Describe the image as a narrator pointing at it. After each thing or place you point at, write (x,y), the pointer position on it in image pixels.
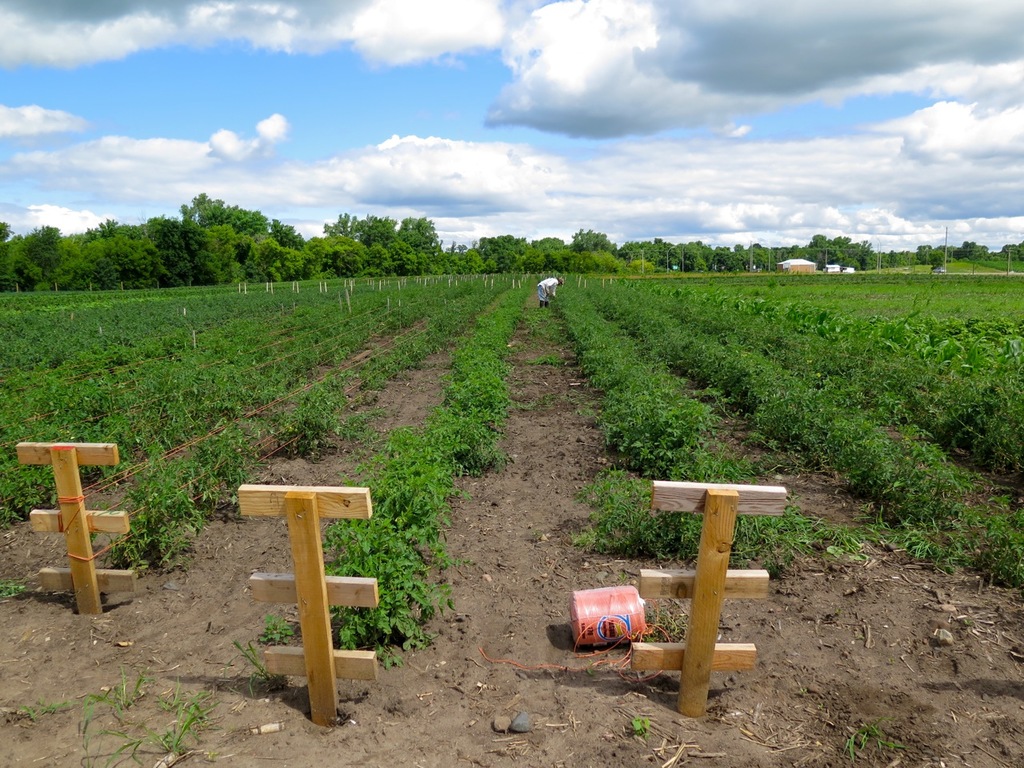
In this image I can see plants (807,367) in a field (811,346). There are wooden objects (721,609), buildings (802,269), trees (726,269) and there is a person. In the background (478,91) there is sky (574,201).
